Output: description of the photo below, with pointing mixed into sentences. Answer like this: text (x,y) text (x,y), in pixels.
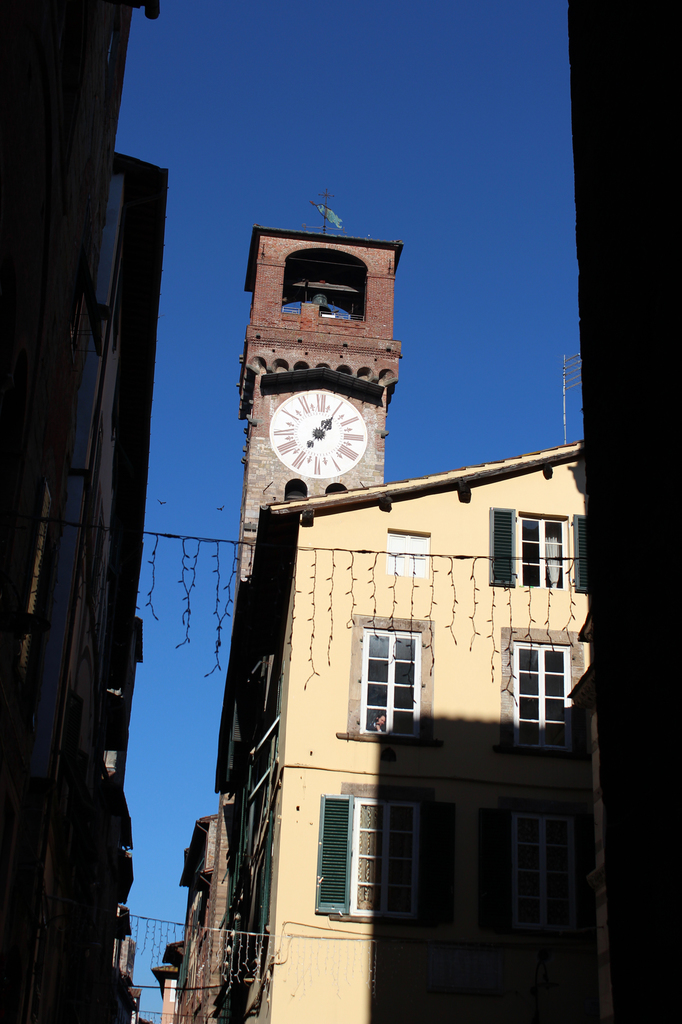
In the picture I can see the buildings (266,513). I can see the clock tower (261,496) and looks like there is an antenna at the top of the clock tower (271,280). I can see the blue sky (545,228). I can see the glass windows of the building (519,802) on the right side (561,731).
